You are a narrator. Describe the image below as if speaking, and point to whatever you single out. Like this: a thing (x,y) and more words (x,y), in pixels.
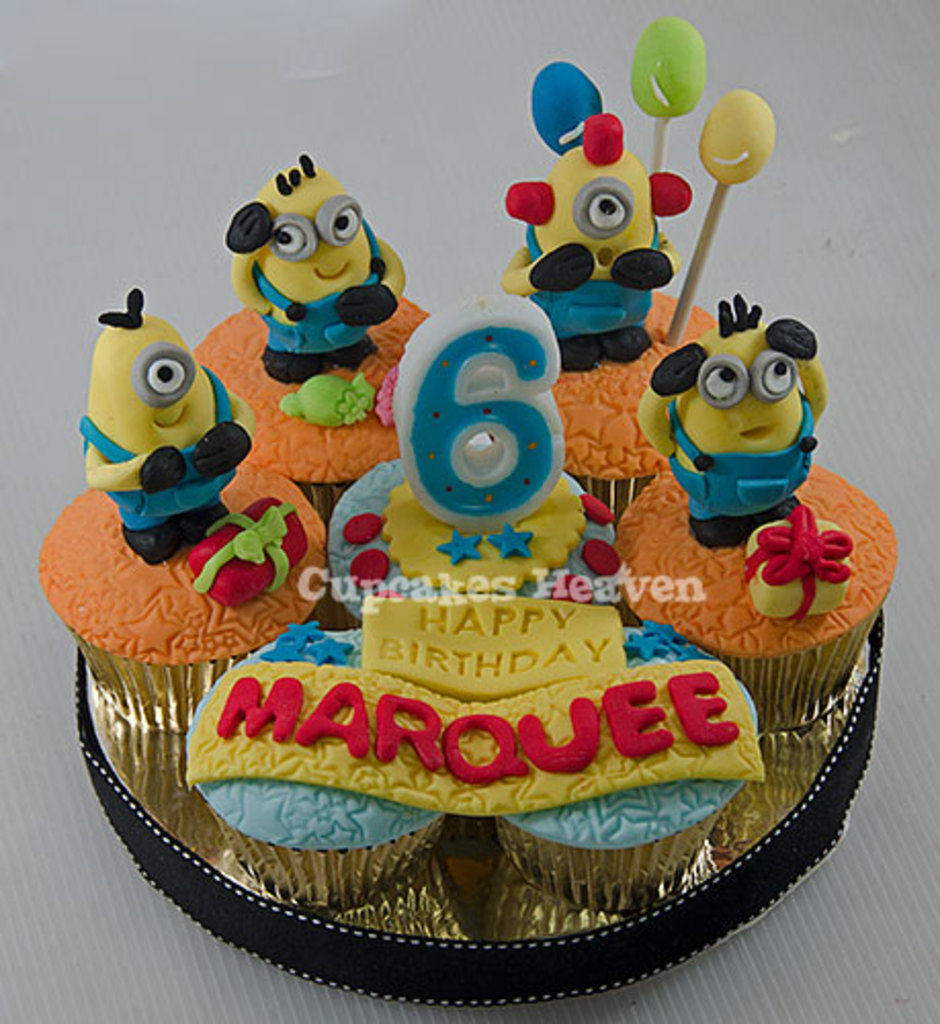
In the picture I can see cupcakes (633,698) on which I can see cartoon characters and something written on them. The background of the image (37,100) is white in color. I can also see a watermark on the image.
